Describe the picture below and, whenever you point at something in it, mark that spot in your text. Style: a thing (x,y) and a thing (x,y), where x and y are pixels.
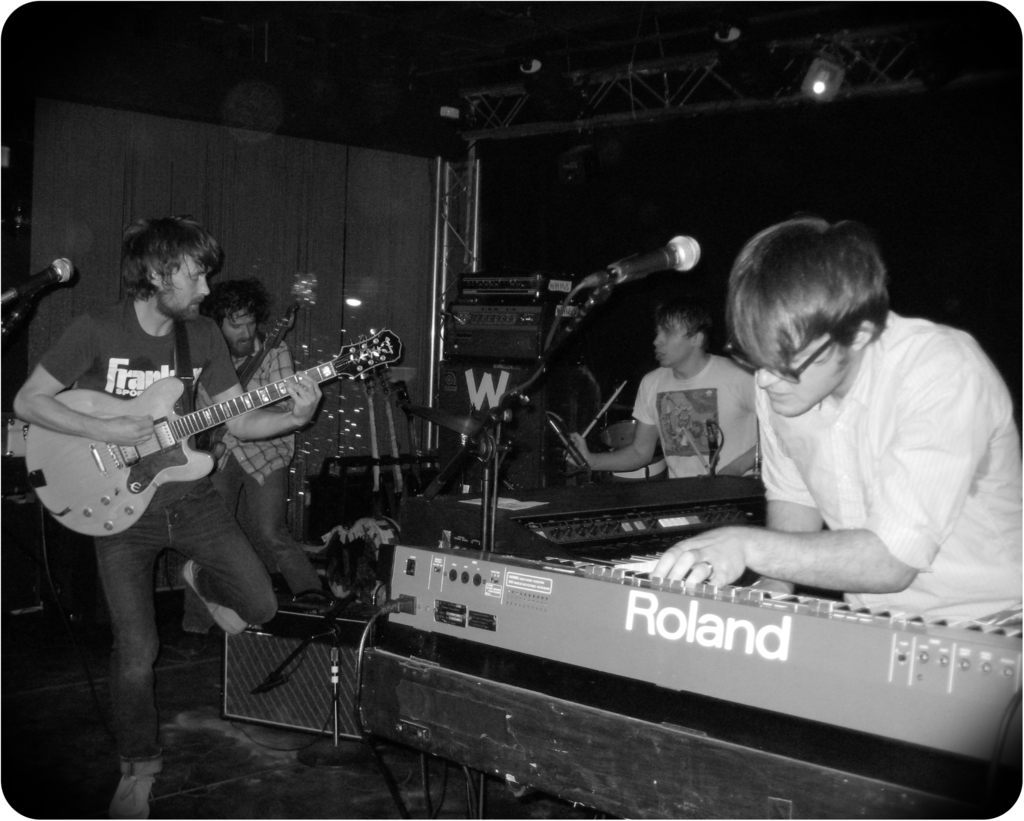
In a room (993,300) so many people (192,359) playing musical instruments (582,597) and there is a microphone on stand (332,627).
